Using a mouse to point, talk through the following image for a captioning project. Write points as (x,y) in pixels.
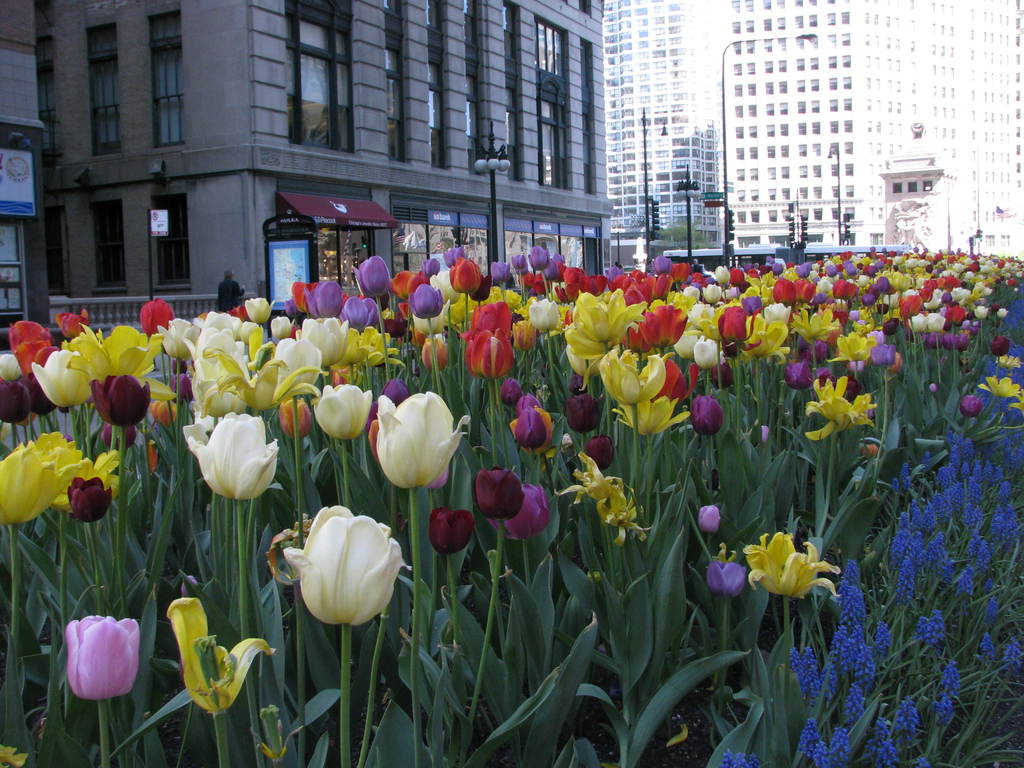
In this image there are plants (547,497) with colorful tulips (702,397) and hyacinths (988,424), and in the background (898,94) there are poles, lights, buildings (591,240).
